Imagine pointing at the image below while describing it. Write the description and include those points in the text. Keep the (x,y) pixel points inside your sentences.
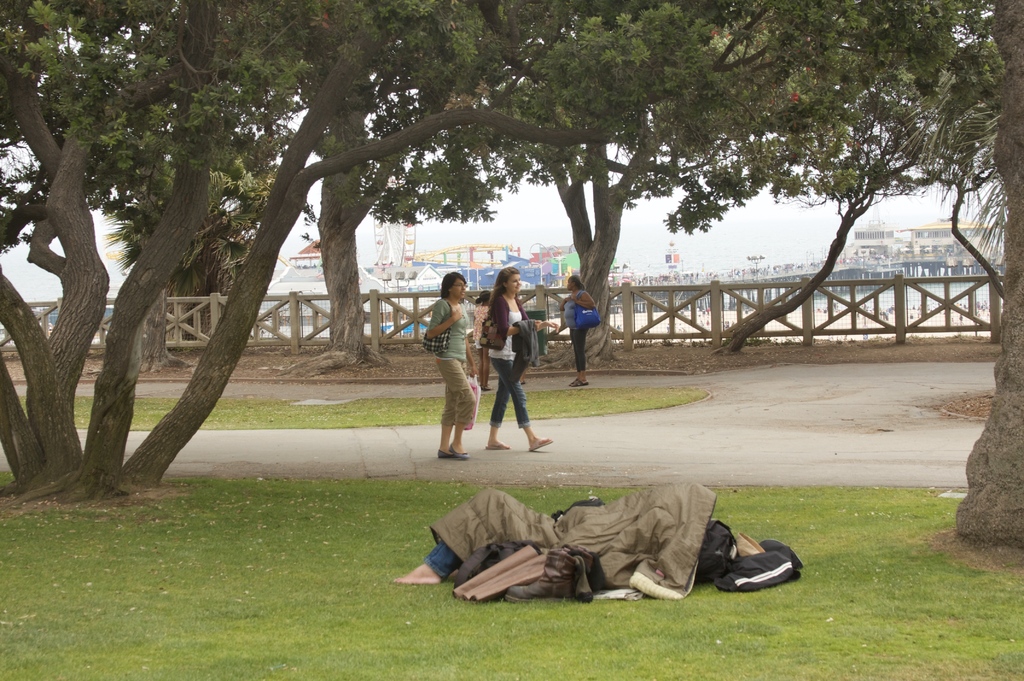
In the center of the image (439,311) there are women (449,376) walking on the road (531,454). At the bottom (389,578) we can see person (420,568) laying on the grass (681,635). In the background (525,77) we can see fencing (716,316), water (729,231), buildings (917,248), trees (171,254) and sky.
